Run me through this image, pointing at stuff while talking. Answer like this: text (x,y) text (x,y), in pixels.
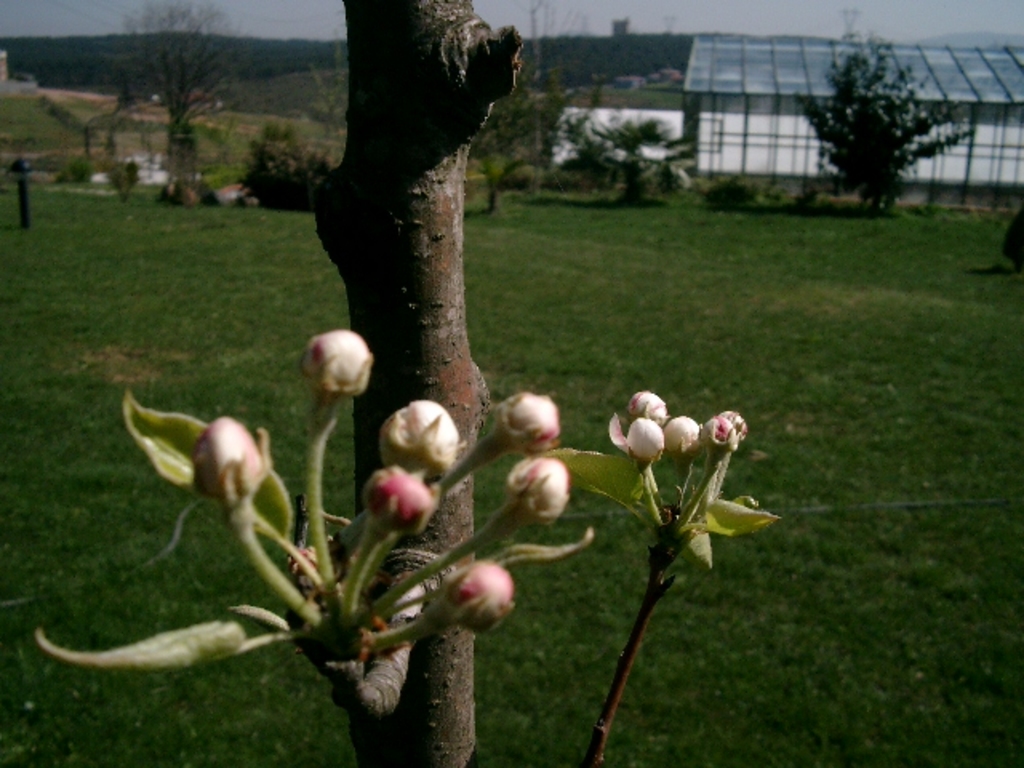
In this picture, we see the stem (388,341) of the tree (396,561) and plants (543,549) which have flowers (537,490) or buds (537,490). These flowers (489,570) are in red and white color. At the bottom of the picture (785,573), we see the grass (726,339). There are trees (557,137) and a building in the background (853,101).
